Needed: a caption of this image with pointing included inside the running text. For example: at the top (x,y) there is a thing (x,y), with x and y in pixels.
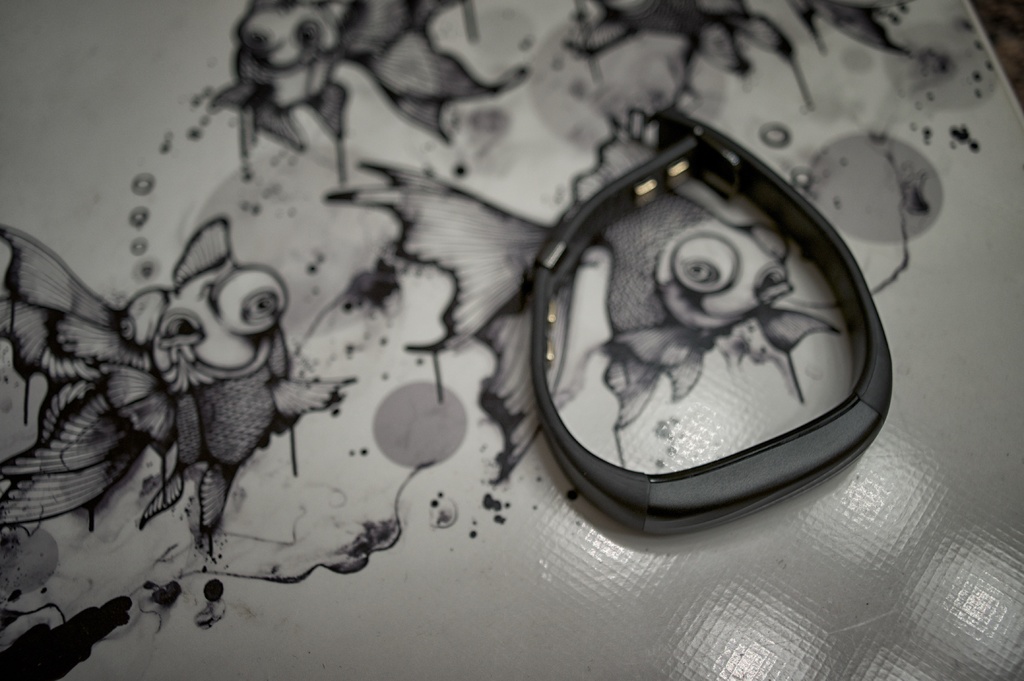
In this image I can see a fitbit (545,315) which is placed on a white color sheet (831,578). On this sheet (259,304) I can see some paintings (235,410).
